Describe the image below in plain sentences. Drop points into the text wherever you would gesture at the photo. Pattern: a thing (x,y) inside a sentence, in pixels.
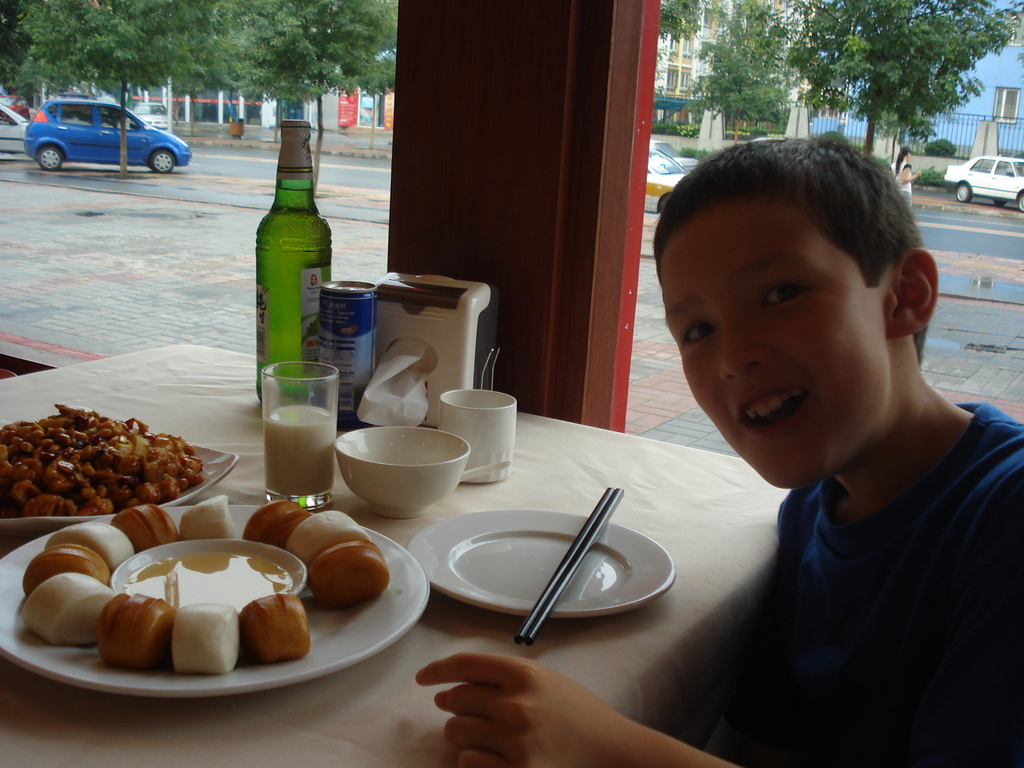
In this image there is a boy (799,460) near the table (25,404) and in table (1,400) there are food (102,637), plate (318,643), chopsticks (533,619), bowl (409,434), cup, glass (272,369), bottle (293,346), tin (350,346), tissues (403,342) and in back ground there are car (166,157), tree (256,65), building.
